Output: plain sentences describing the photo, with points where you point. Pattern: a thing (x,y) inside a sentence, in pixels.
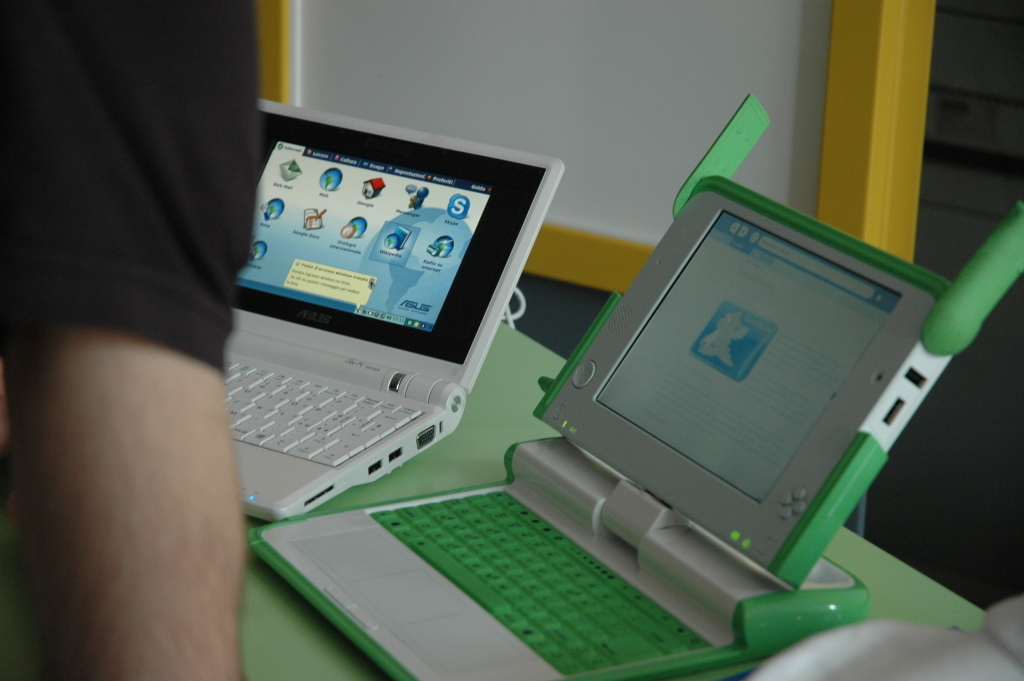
In this picture we can see a person (136,297), in front of the person (210,271) we can find small laptops (395,217) on the table (534,424).
